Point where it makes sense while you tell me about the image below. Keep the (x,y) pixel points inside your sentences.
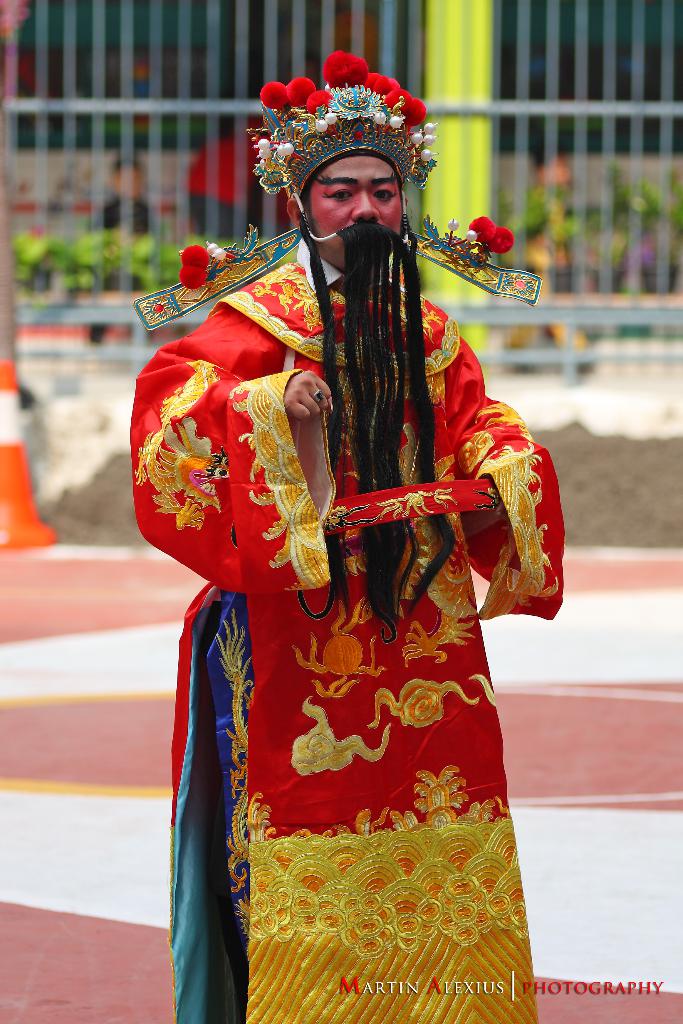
In the center of the image (322,424) we can see one person (306,663) standing and he is in different costume (362,553). In the bottom right side of the image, we can see some text (369,991). In the background (582,74) there is a fence (582,87), traffic pole (7,427), wall (570,186), plants (26,279) and a few other objects (558,447).
